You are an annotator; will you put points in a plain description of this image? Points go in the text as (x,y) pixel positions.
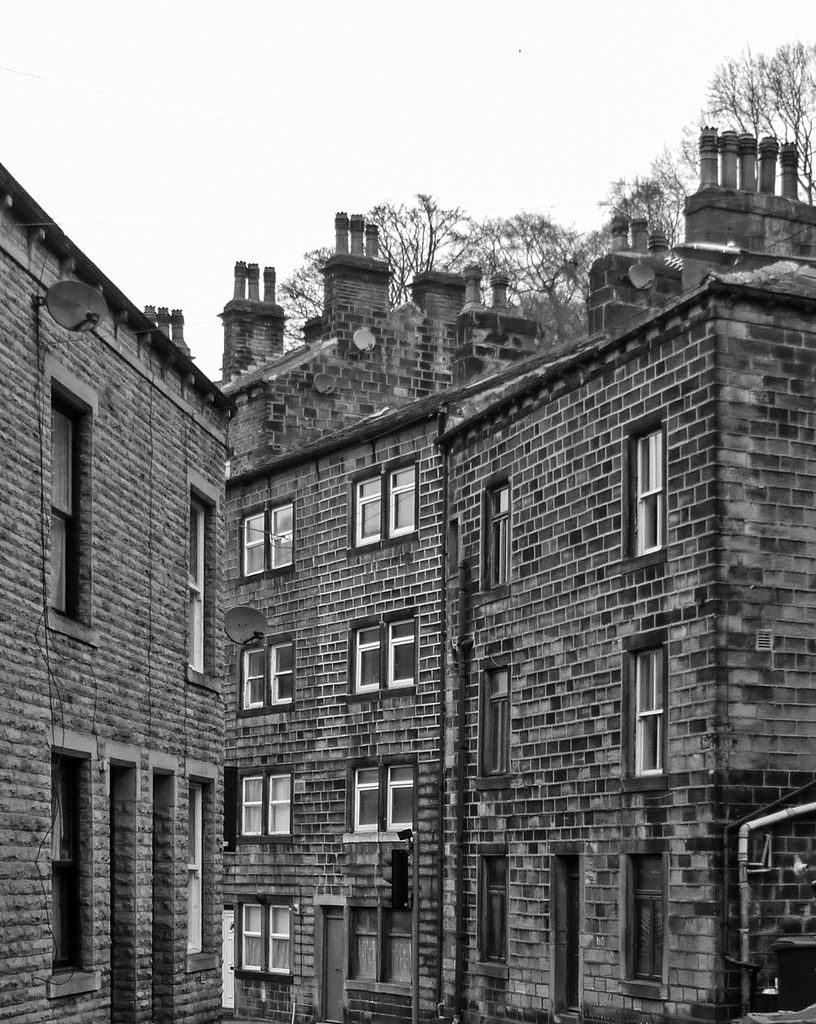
In this picture I can observe buildings (170,483). In the background (458,265) there are trees (463,242) and sky (422,121). This is a black and white image.
